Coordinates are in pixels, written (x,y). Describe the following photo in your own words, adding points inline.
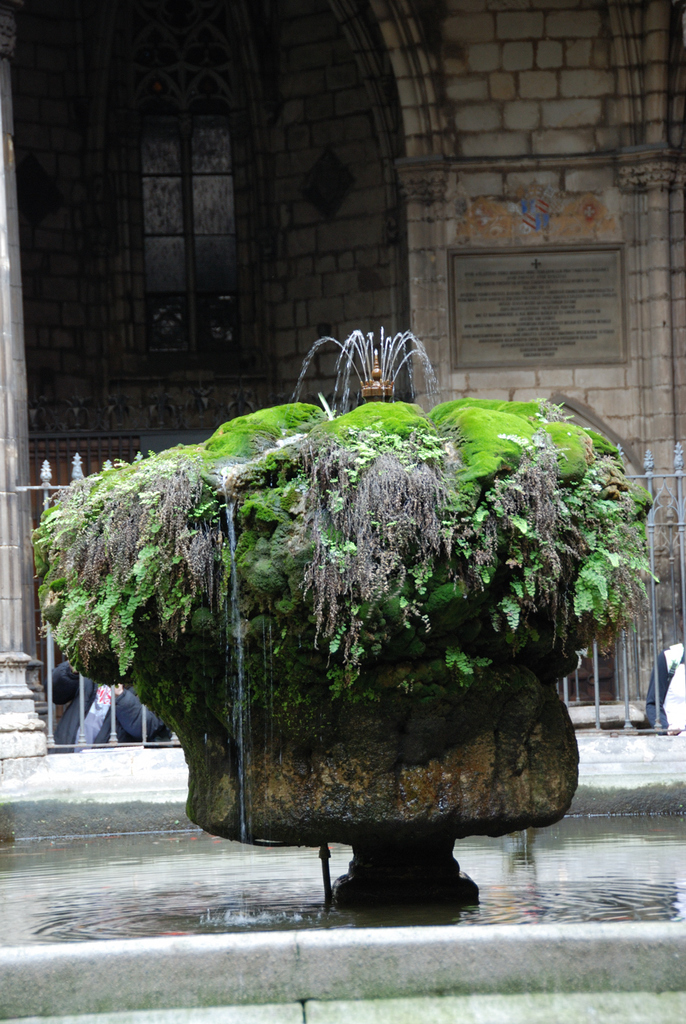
This is water (315,885) and there is a fountain (460,515). Here we can see a fence (672,586), board (494,289), and two persons (682,690). In the background (254,226) there is a building (471,194).
